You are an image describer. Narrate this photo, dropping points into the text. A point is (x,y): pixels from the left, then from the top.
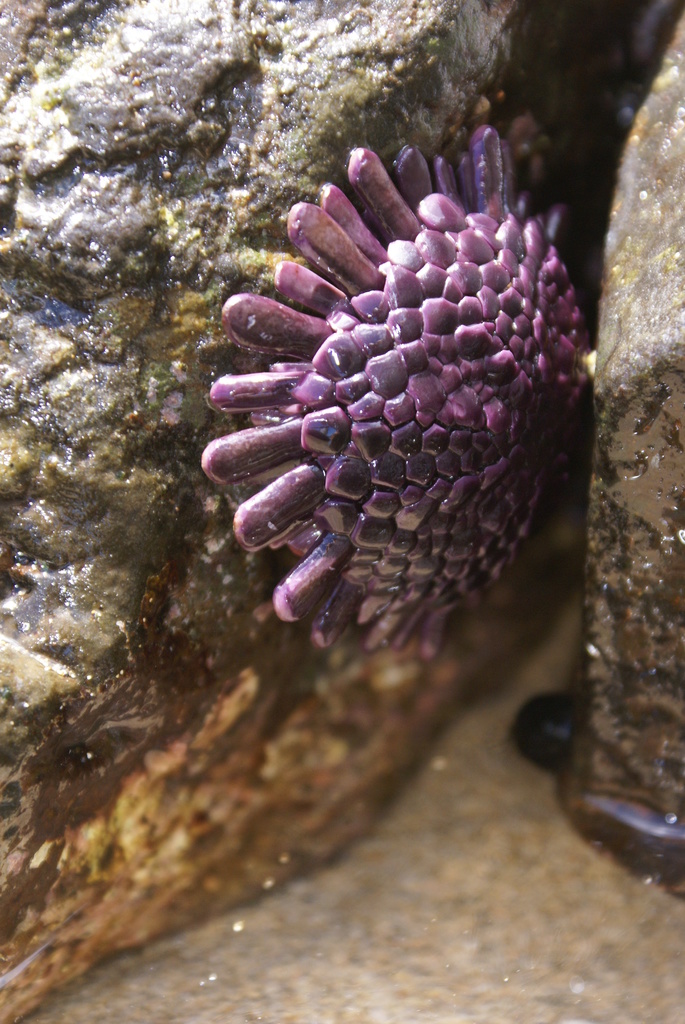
In the middle of this image (372,531), there is a violet color water animal (503,348) on a rock (154,291). On the right side (664,492), there is another rock (677,164), which is in the water (522,688).
